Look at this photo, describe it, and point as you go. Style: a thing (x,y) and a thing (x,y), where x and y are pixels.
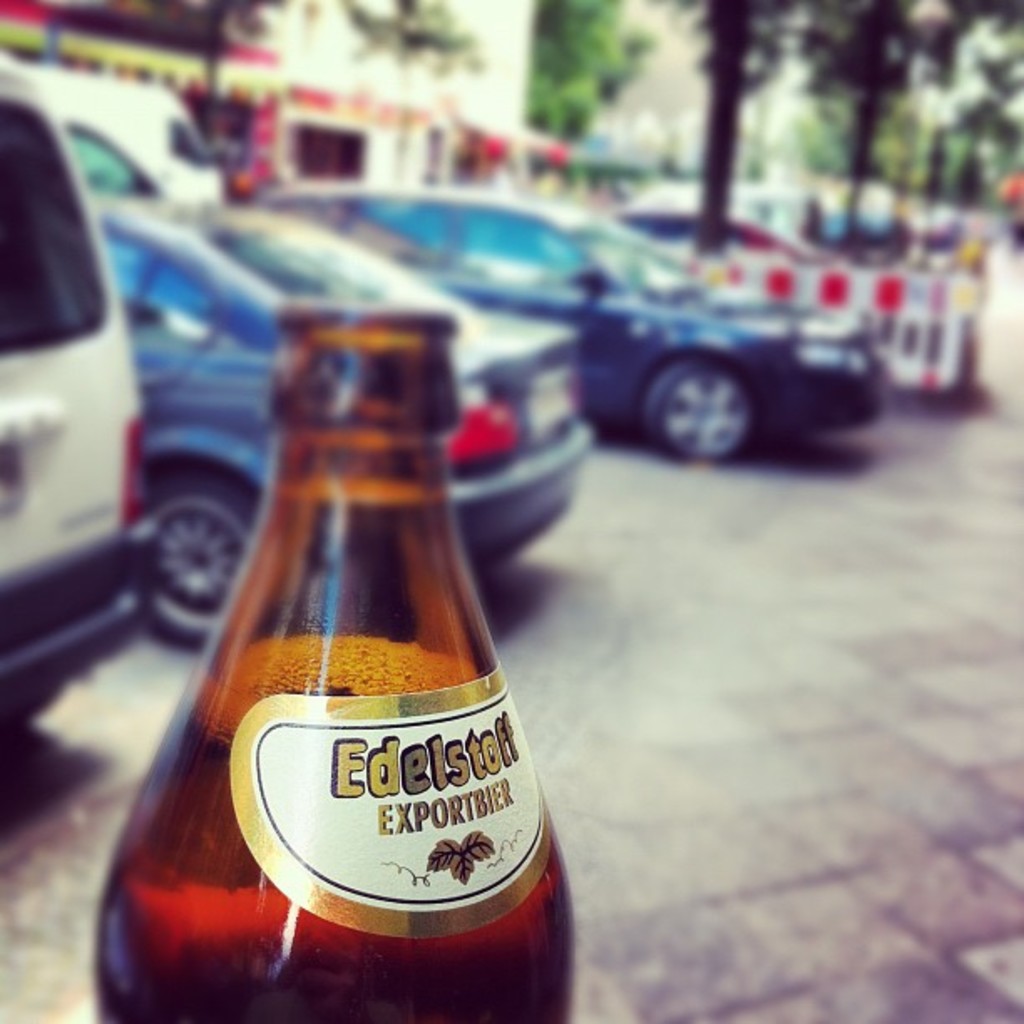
Here we see a bottle (137,1017) with liquid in it and we can see some cars (826,335) parked and a building (359,140) and some trees (719,69).
